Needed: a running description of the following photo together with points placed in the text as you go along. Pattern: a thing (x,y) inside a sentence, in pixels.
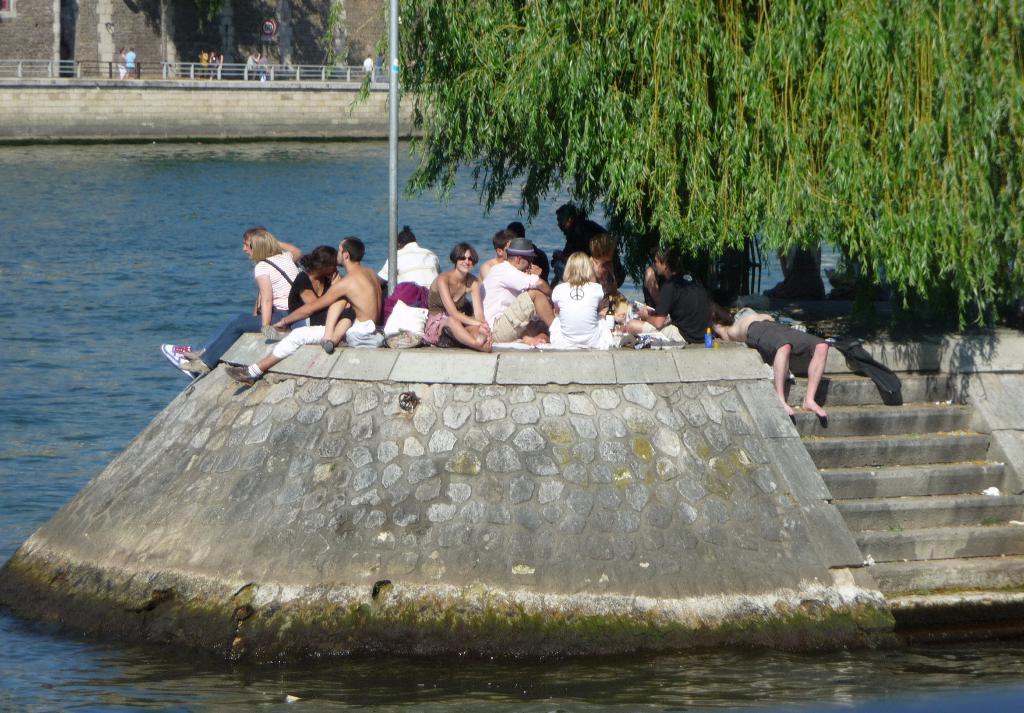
In this picture we can see a group of people (318,339) sitting on a platform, tree (730,237), steps (889,436), water (472,706) and in the background (245,59) we can see some people (123,63), signboard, wall (181,30).
